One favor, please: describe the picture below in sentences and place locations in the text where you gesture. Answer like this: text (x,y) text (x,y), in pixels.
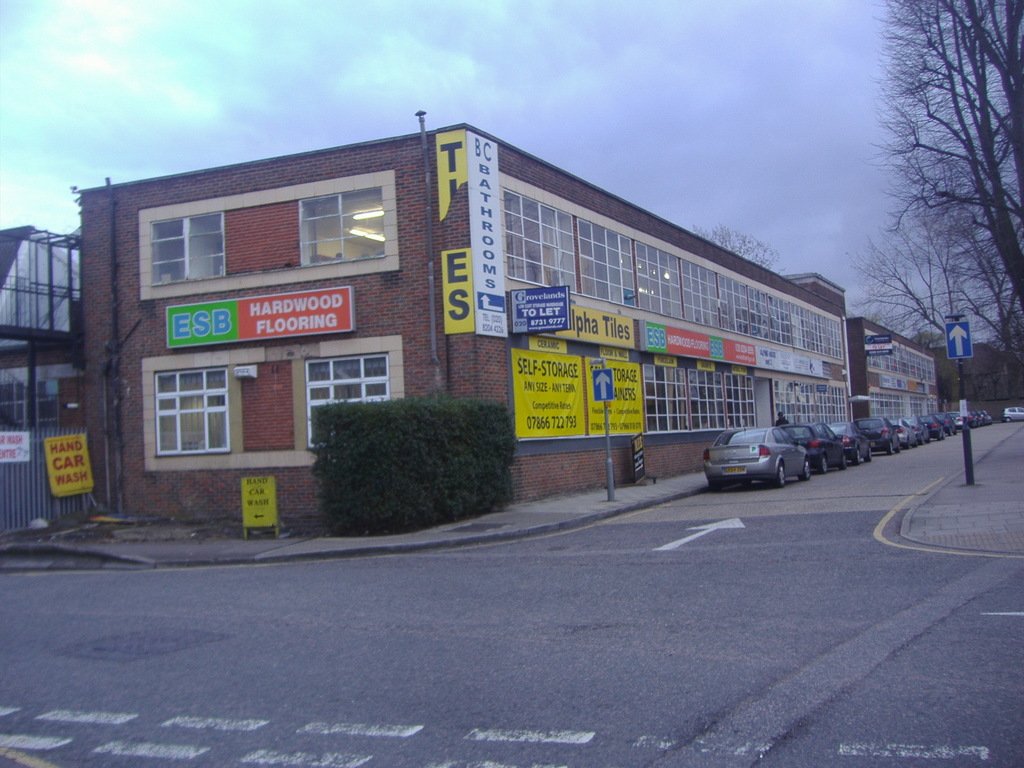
This is an outside view. At a bottom of the image (416,700) I can see the road (482,690). On the right side (1015,415), I can see few cars (851,447) on the road (823,499). On both sides of the road (947,450) there are some poles (609,458) and also some trees (954,230). On the left side (200,360), I can see buildings (438,375) and few boards (244,323) are attached to the walls (577,343). On the footpath (521,514) I can see some plants (428,473). On the top of the image (609,66) I can see the sky (599,73).
